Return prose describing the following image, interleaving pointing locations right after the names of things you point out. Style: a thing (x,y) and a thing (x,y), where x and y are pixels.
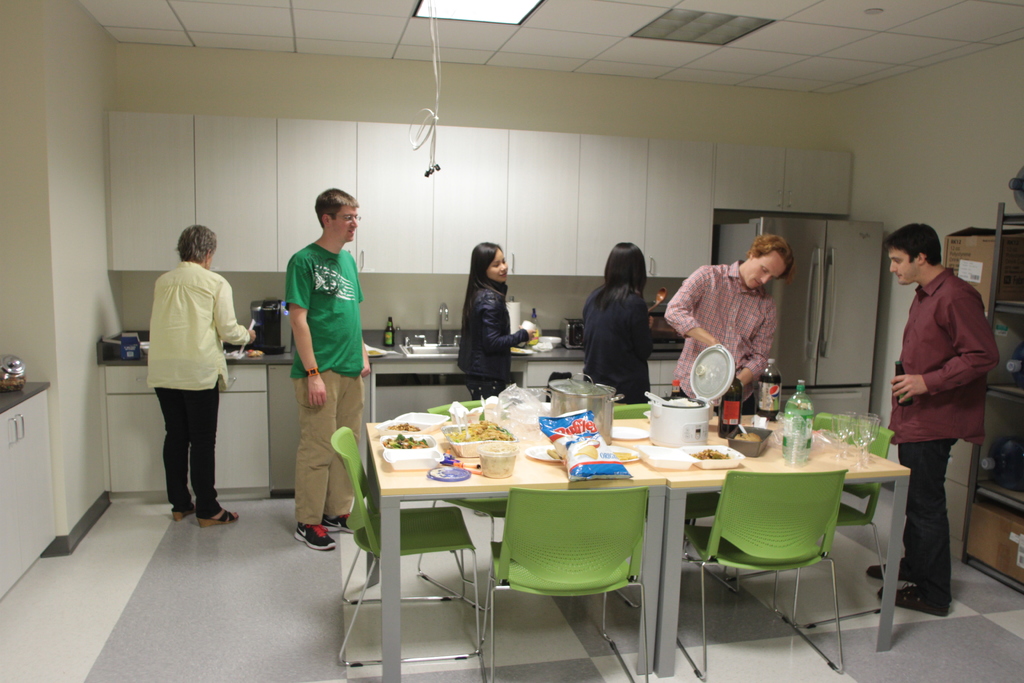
In this image I can see a group of people (940,371) who are standing on the floor (134,587). Here we have a table (565,471) with a packet (571,457), a box (503,445), bottles (735,419) and few other objects (560,389) on it. Here we have a couple of chair (517,543) on the floor (406,612).
